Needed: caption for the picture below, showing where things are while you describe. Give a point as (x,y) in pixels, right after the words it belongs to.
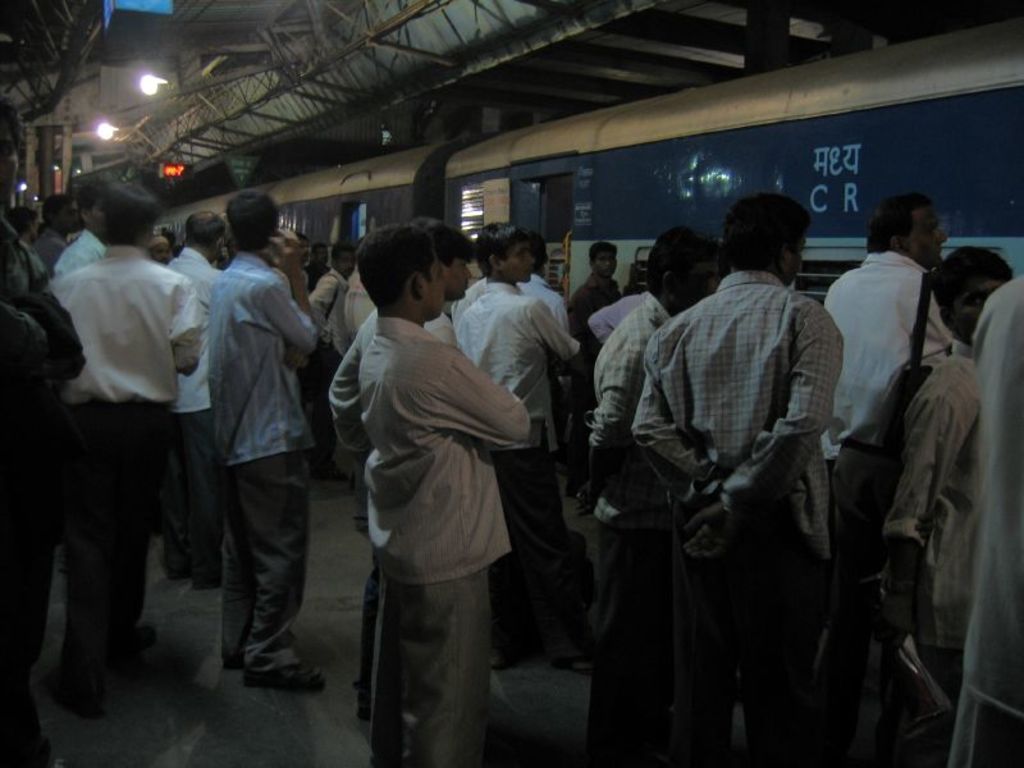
This is a railway station (212,432). Here I can see a crowd of people (257,360) standing on the platform (308,602) facing towards the right side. On the right side (795,175) there is a train (765,159). At the top of the image (332,83) there are many metal rods (295,90) and also I can see two lights (147,94).
